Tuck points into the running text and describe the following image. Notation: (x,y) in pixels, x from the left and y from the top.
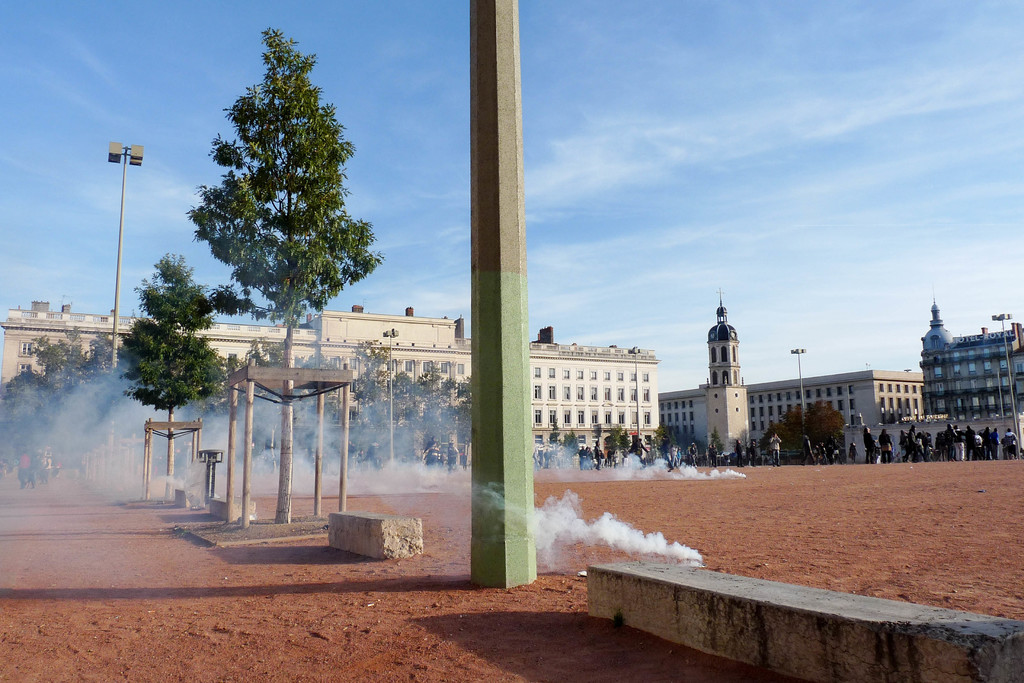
In the image there is a pillar (478,71) in the middle of the sandy land (526,627), in the back (941,383) there are many buildings (583,396) with many people (427,463) standing in front of it protesting with smoke bombs (569,459) and above its sky (714,156) with clouds (637,179).
